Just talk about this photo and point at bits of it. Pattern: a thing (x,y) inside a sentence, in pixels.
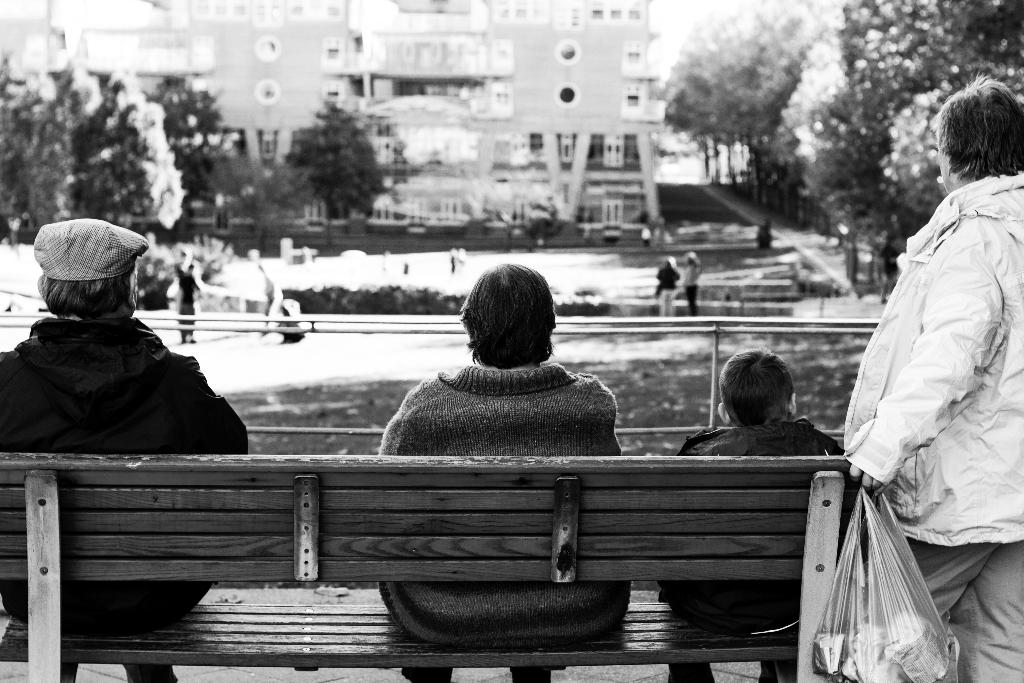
This is a black and white picture. In Front of the picture we can see three persons (564,415) sitting on a bench (564,457). Beside to them there is one person (949,491) standing and holding a carry bag (866,603) in hand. On the background (578,90) we can see building (440,114), trees (253,172) and few persons (660,279) walking and standing.
